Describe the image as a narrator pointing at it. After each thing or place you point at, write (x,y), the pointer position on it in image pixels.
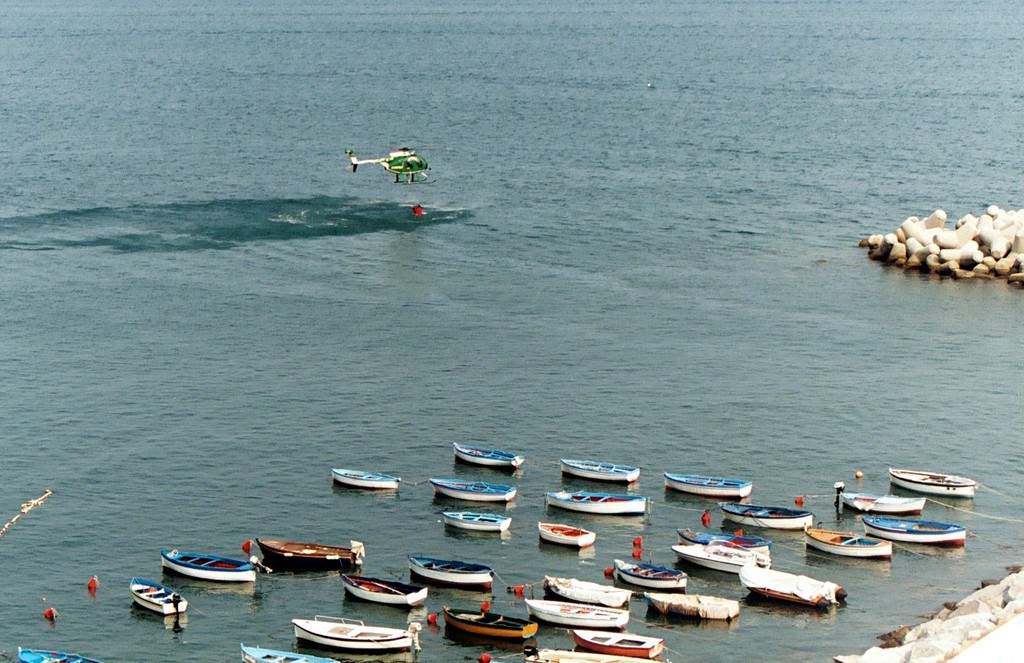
In the center of the image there is a helicopter (363,158). At the bottom of the image (70,466) there are boats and water (648,418). To the right side of the image (924,247) there are stones (905,247).
